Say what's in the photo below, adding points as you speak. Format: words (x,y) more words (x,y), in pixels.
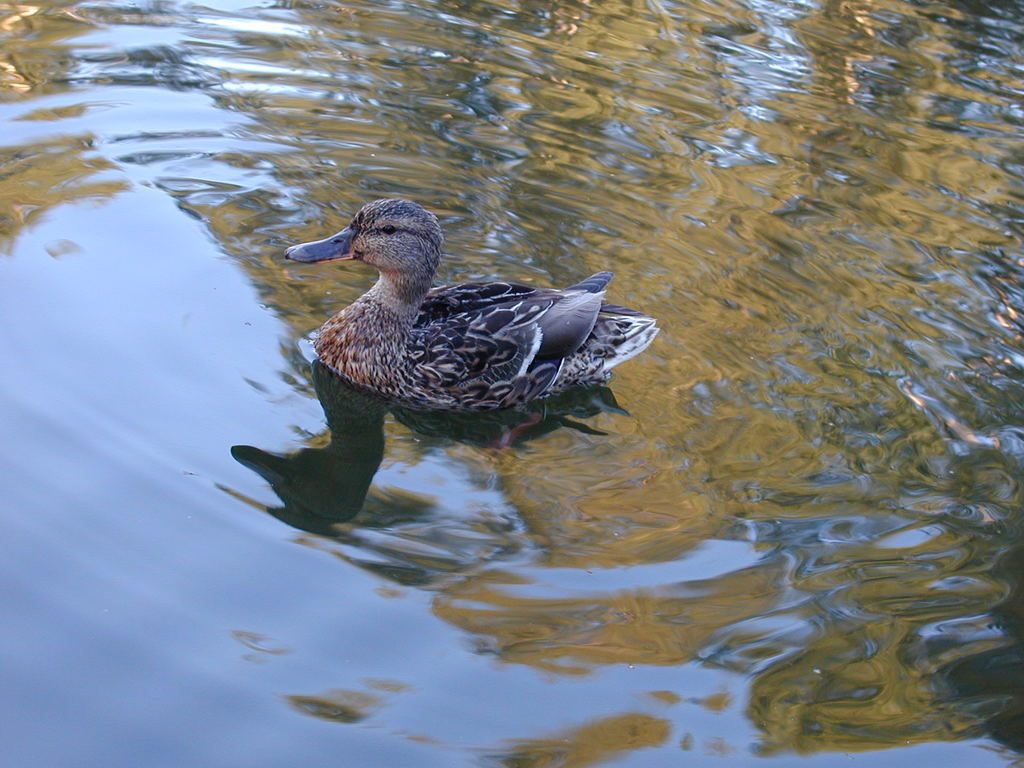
In this image a duck (514,325) floating in a water (632,295).
